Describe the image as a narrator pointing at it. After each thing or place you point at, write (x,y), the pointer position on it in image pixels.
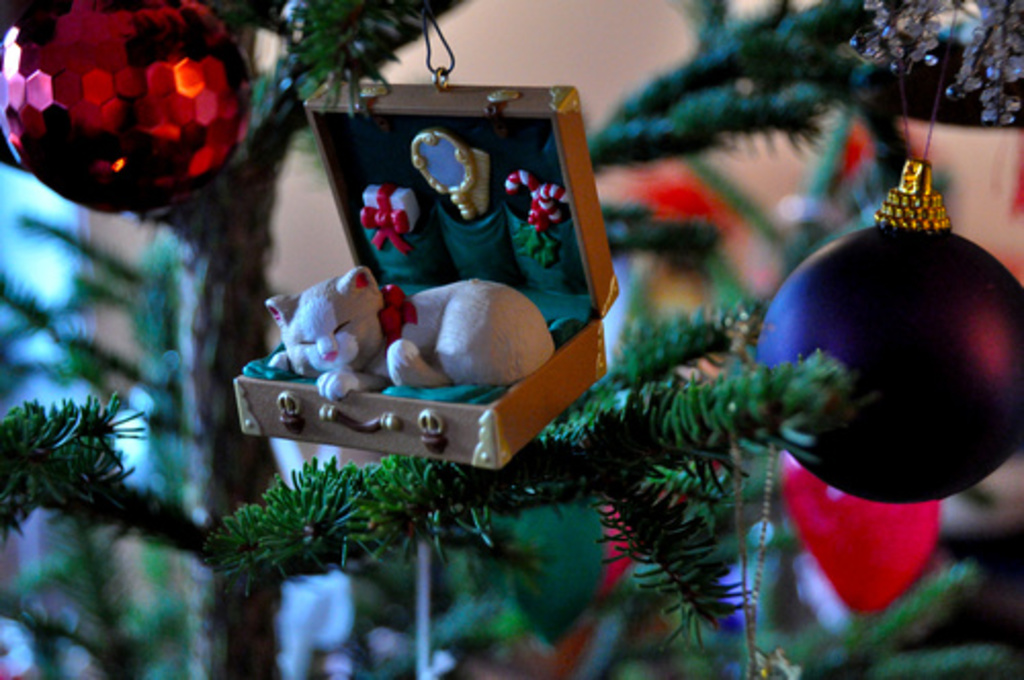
This is the picture of a Christmas tree (248,543). There are balls (103,31) and there is a box (539,98) hanging on the tree (233,176). In the box (551,369) there is a cat (321,311) lying.
